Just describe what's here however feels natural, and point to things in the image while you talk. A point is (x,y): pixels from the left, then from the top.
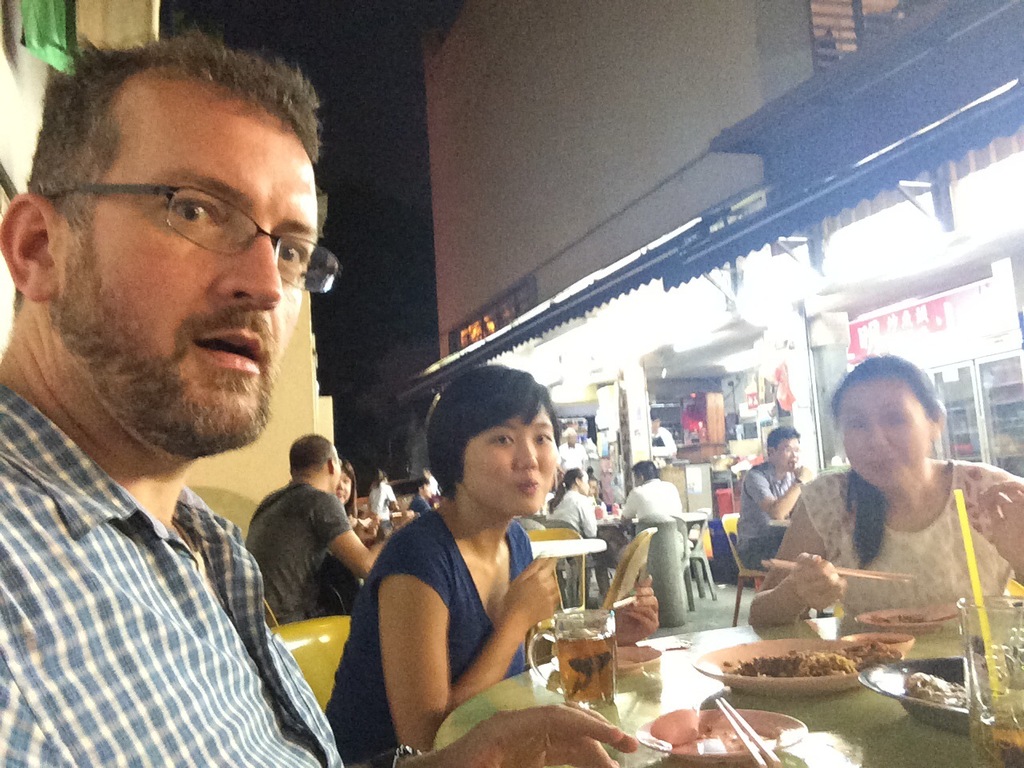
In this image I can see few people (364,662) are sitting on the chairs (325,652). I can see glasses (577,644), plates (783,727), spoons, food items (774,663) and few items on the tables (825,742). Back I can see stores (661,383), lights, banners (929,311), building (695,105) and window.
